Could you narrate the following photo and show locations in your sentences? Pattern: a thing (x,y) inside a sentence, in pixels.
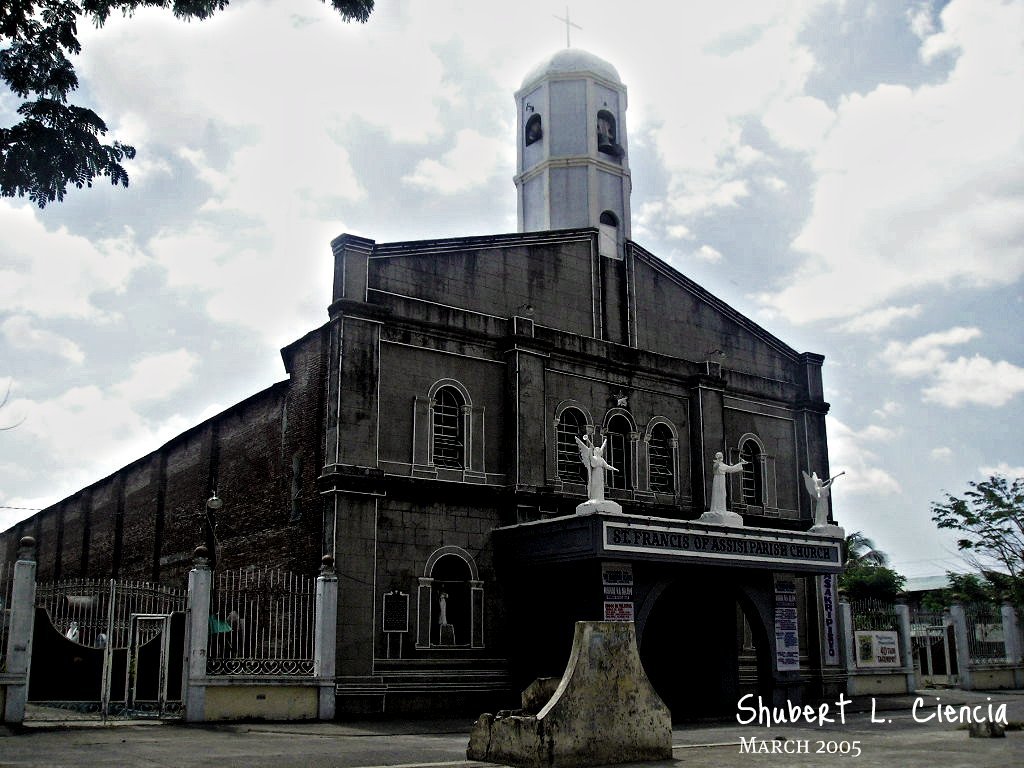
On the bottom right (823,706), there is a watermark (834,696). In the middle of this image (439,291), there is a building (600,207) having windows (633,456) and statues (824,486). On the left side (158,647), there is a fence (231,612) and a gate (87,611). On the top left (52,28), there are branches (48,28) of a tree (58,159) having leaves (25,168). On the right side (985,535), there are trees (848,573), a fence (980,623), a gate (938,644) and a shelter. In the background (896,117), there are clouds (254,144) in the sky (209,192).
